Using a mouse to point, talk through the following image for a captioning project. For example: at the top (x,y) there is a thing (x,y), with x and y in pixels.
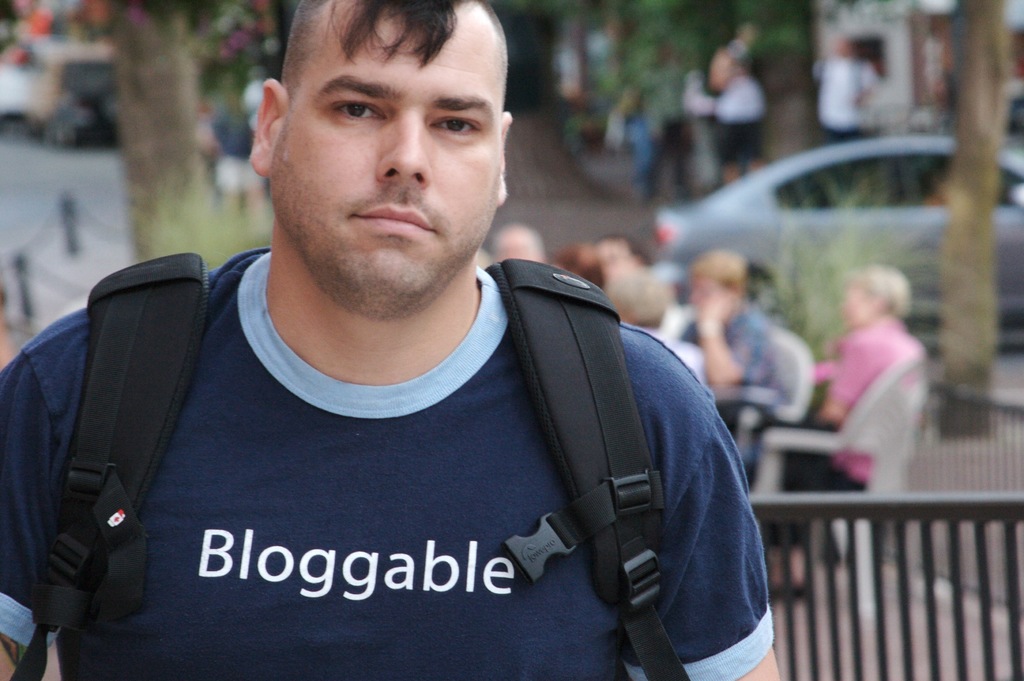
In this image we can see a few people (392,207), some of them are sitting on the chairs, one person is wearing a backpack (182,280), there is a railing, a car (913,282), tree (985,276), and the background (929,269) is blurred.
